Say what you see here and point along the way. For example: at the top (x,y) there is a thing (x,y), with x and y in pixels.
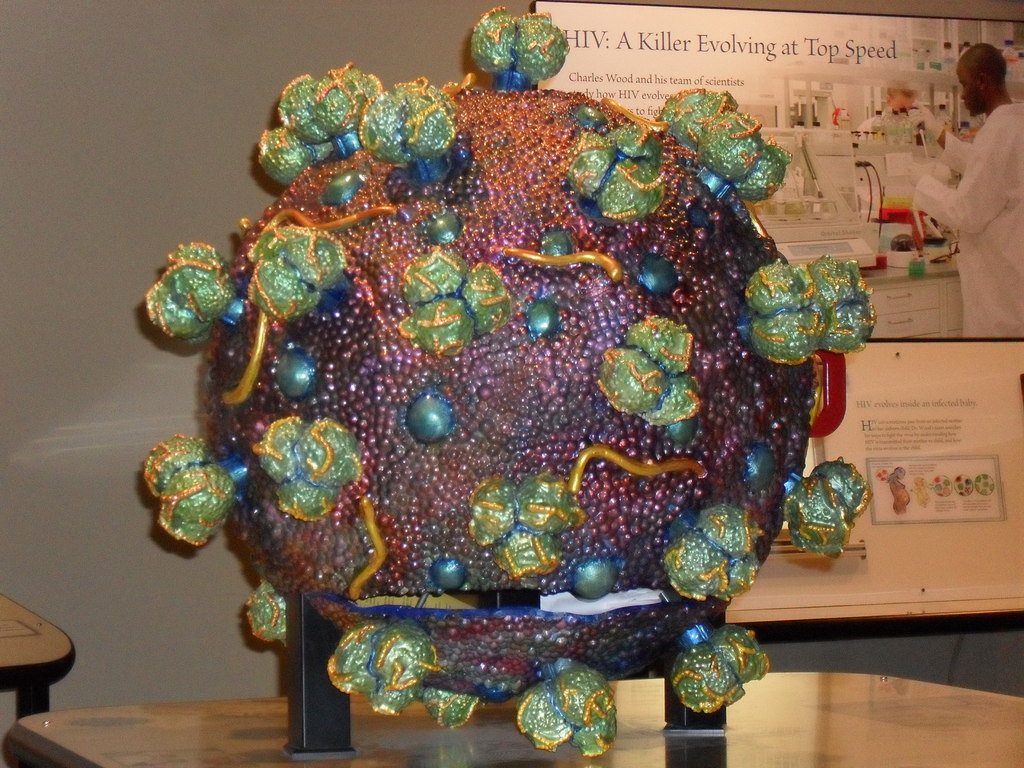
This is the picture of a table (767,761) on which there is a craft (561,649) which is in green and some other colors and behind there is a poster (781,606) to the wall (116,348).
